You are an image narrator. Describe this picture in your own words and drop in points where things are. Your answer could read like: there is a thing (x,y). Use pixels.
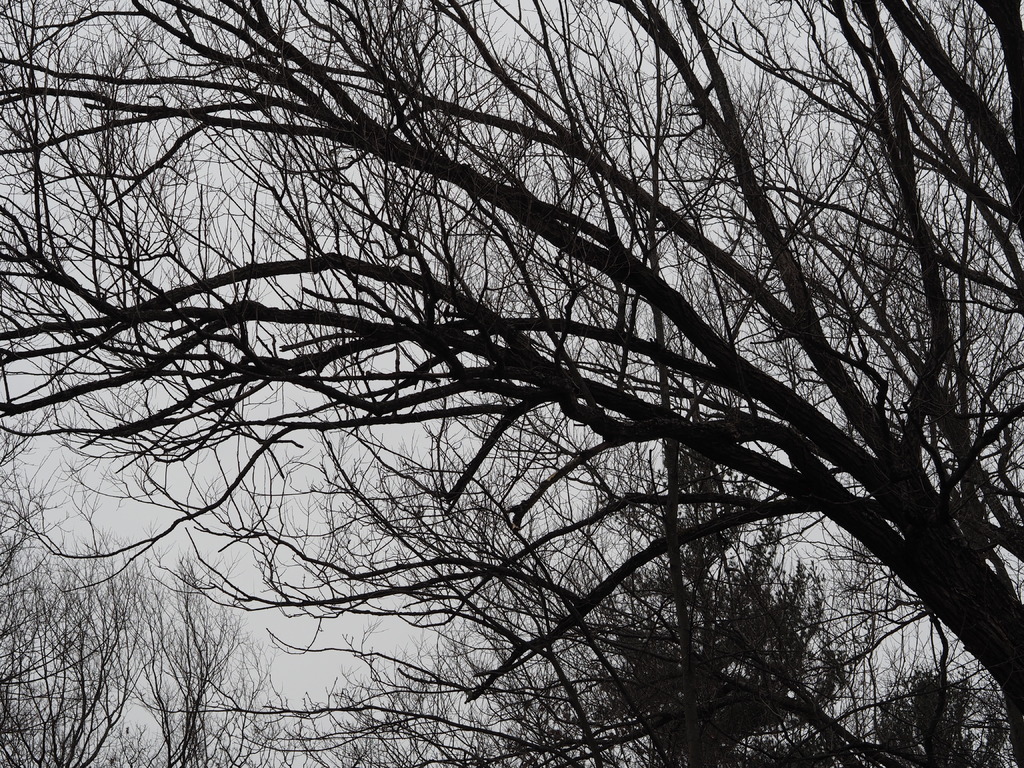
There are trees (491,359) and sky (364,392) in this image.
